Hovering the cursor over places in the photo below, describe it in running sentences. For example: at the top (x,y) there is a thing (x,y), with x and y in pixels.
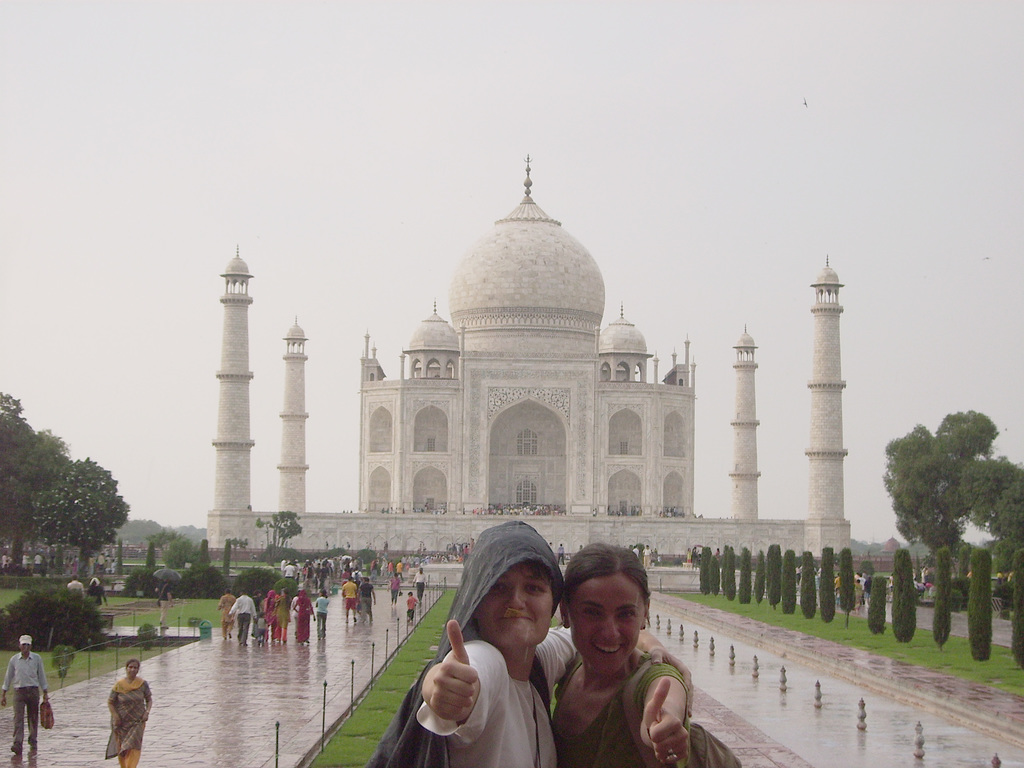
In this image we can see the building (542,499), in front of the building (461,490) we can see there are people (122,725) walking on the ground (201,680) and there are two persons (579,666) standing. And we can see the trees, grass (402,653) and poles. In the background (473,112), we can see the sky (417,157).
